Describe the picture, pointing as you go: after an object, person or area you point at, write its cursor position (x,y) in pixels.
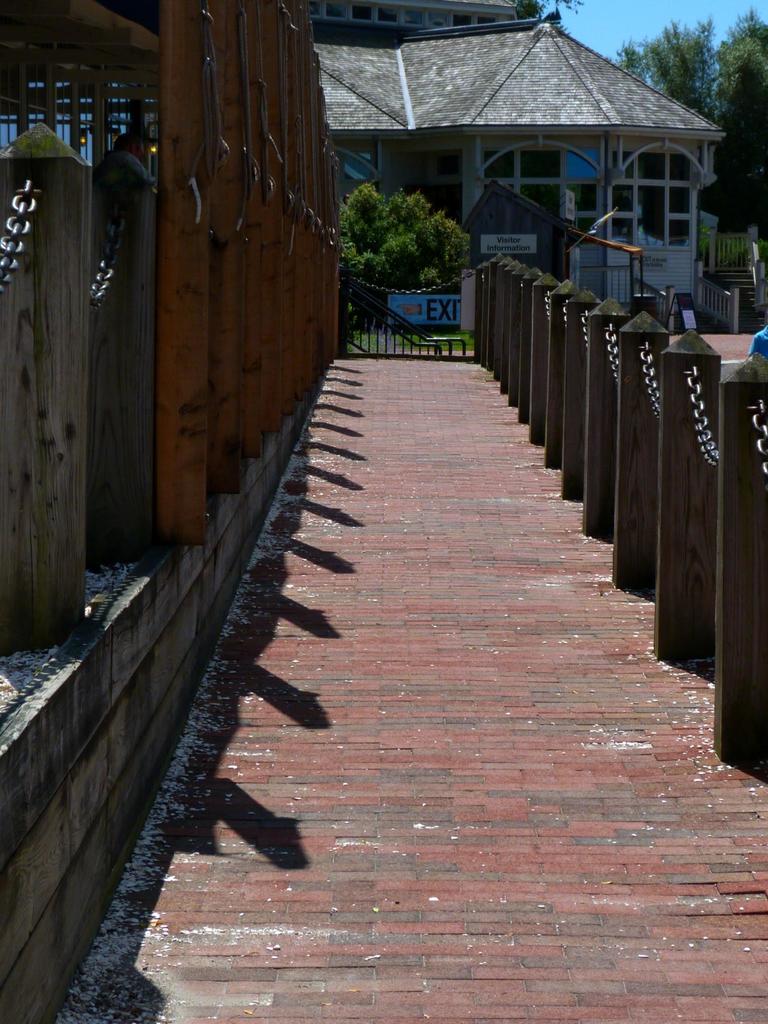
In this picture I can see a house (709,275), there are boards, chains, trees (764,129), it looks like a pathway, and in the background (615,38) there is sky (641,13).
